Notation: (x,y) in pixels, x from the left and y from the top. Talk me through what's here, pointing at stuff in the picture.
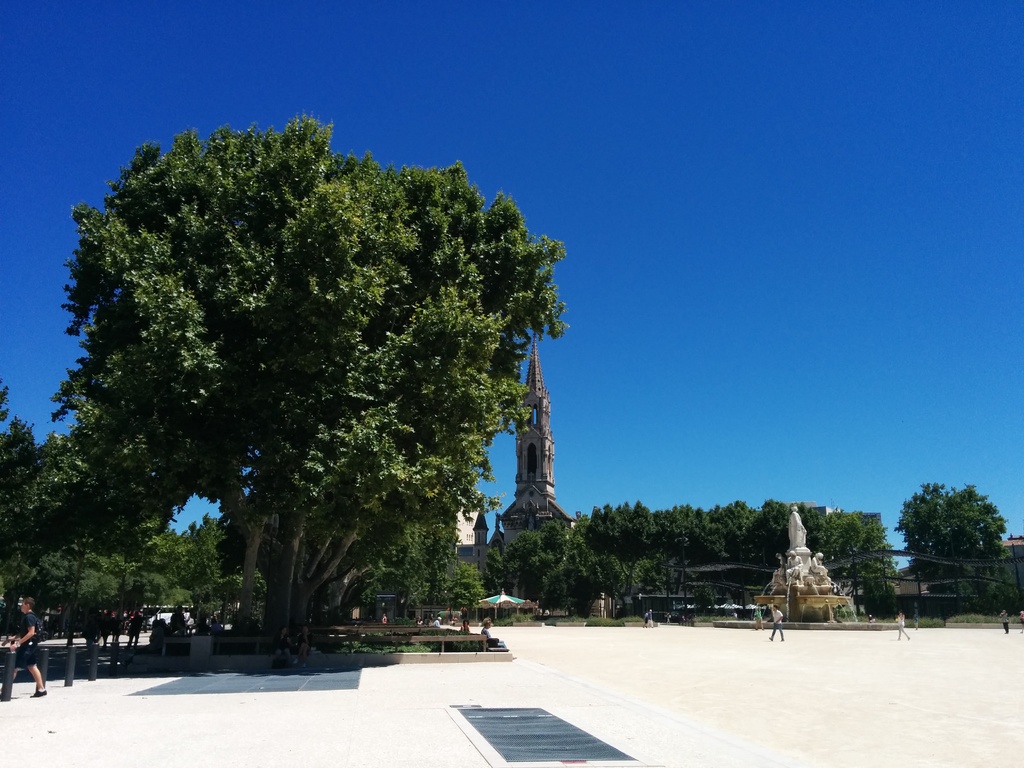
In this image there are people (900,630) walking on the road (796,649). On the right side of the image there is a fountain (804,625). On the left side of the image (95,670) there are poles (46,650). In the background of the image (418,562) there are trees (559,552), buildings (458,527) and sky (565,506).
